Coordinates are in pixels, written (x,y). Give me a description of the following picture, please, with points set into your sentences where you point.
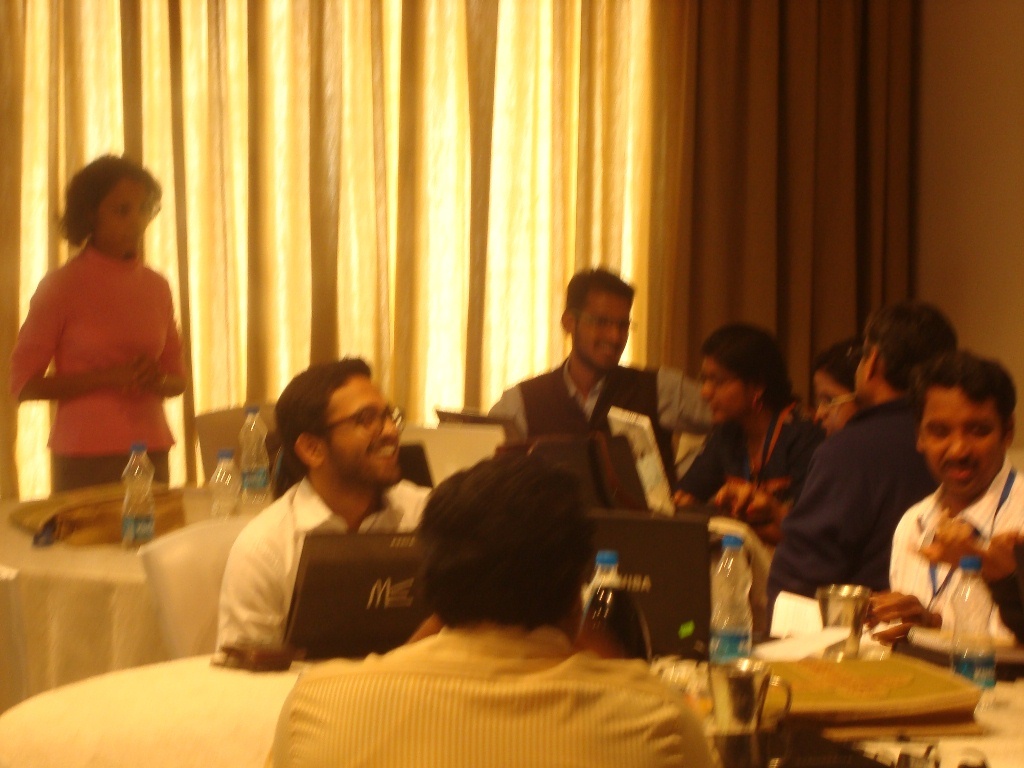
There are many persons (829,427) sitting. On the left corner (116,321) a lady (115,317) is standing. There are tables (784,661). On the table (779,680) there are bottles (743,593), glass (851,598), laptops (372,565). A person (296,550) in white dress (279,538) is wearing a specs (365,420). In the background (608,157) there are curtains (618,184).
